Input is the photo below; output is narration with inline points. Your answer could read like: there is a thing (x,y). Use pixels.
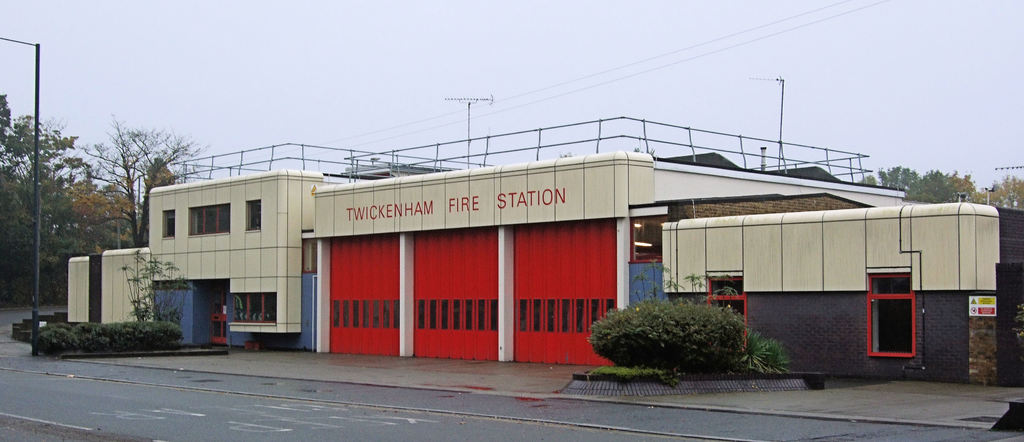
In this picture there is a building (679,230). Here we can see plants (667,345) and street lights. In the background (52,139) we can see many trees (933,194). On the top (563,27) we can see sky (494,12) and clouds (403,56). Here we can see some electrical wires (775,36). On the bottom (386,438) there is a road (33,404). Here we can see grass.
